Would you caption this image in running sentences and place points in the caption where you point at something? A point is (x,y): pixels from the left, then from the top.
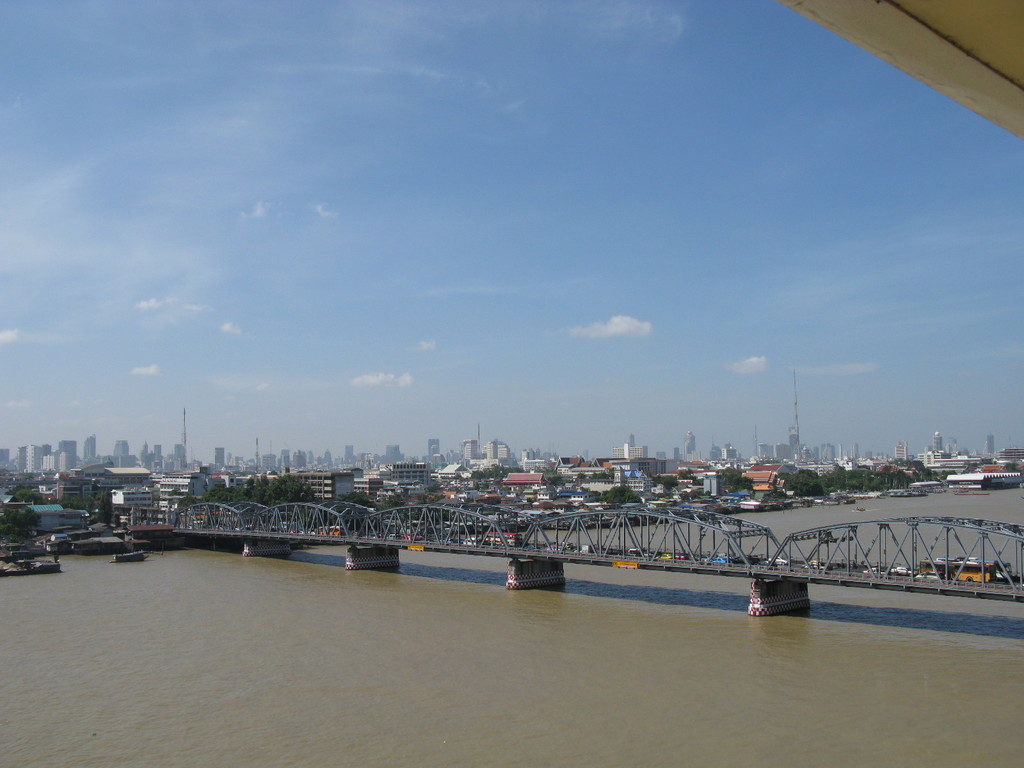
In this image, I can see the vehicles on the bridge (212,518), which is across the river (779,513). In the background (219,465), there are buildings (257,464), trees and the sky (557,426).
